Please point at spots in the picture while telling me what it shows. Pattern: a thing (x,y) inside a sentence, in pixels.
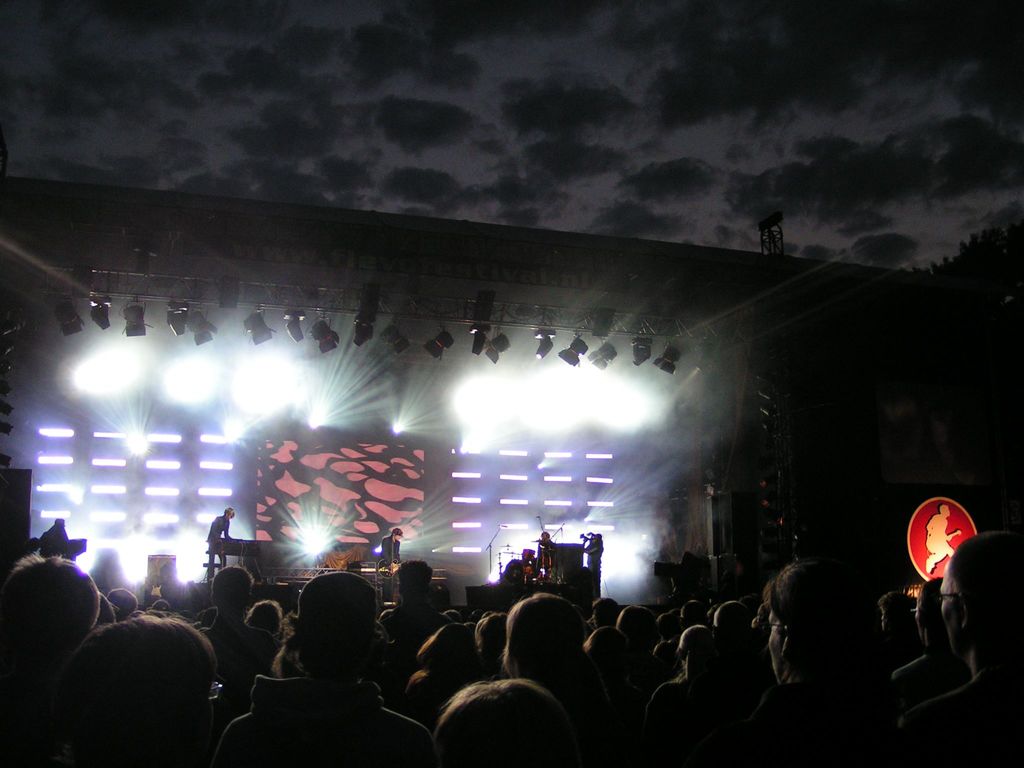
At the bottom (443,679) there are audience (420,663). In the background (385,543) there are few persons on the stage (107,531) performing by playing musical instruments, lights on the roof top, poles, an object (330,480) and clouds (811,186) in the sky (844,214). On the right (964,534) there is a logo (927,556) and at the top (944,254) we can see trees (1002,289).
